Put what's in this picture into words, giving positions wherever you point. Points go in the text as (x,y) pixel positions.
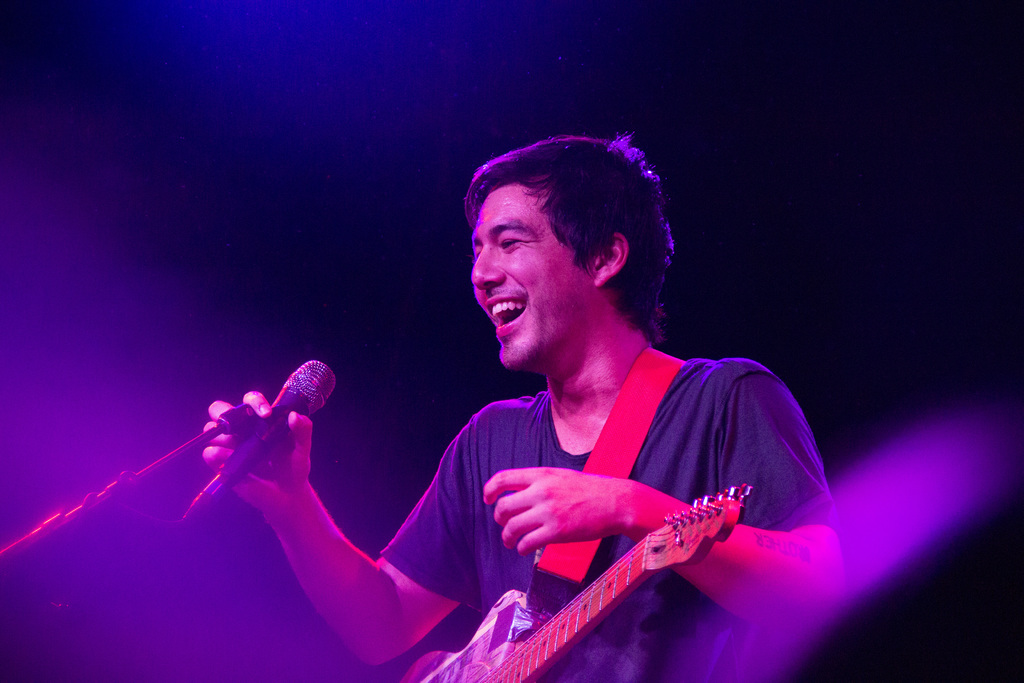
There is a man (522,536) standing on the floor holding a microphone (245,455) in front of him. He's having a guitar (561,623) across his shoulders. He's smiling.
